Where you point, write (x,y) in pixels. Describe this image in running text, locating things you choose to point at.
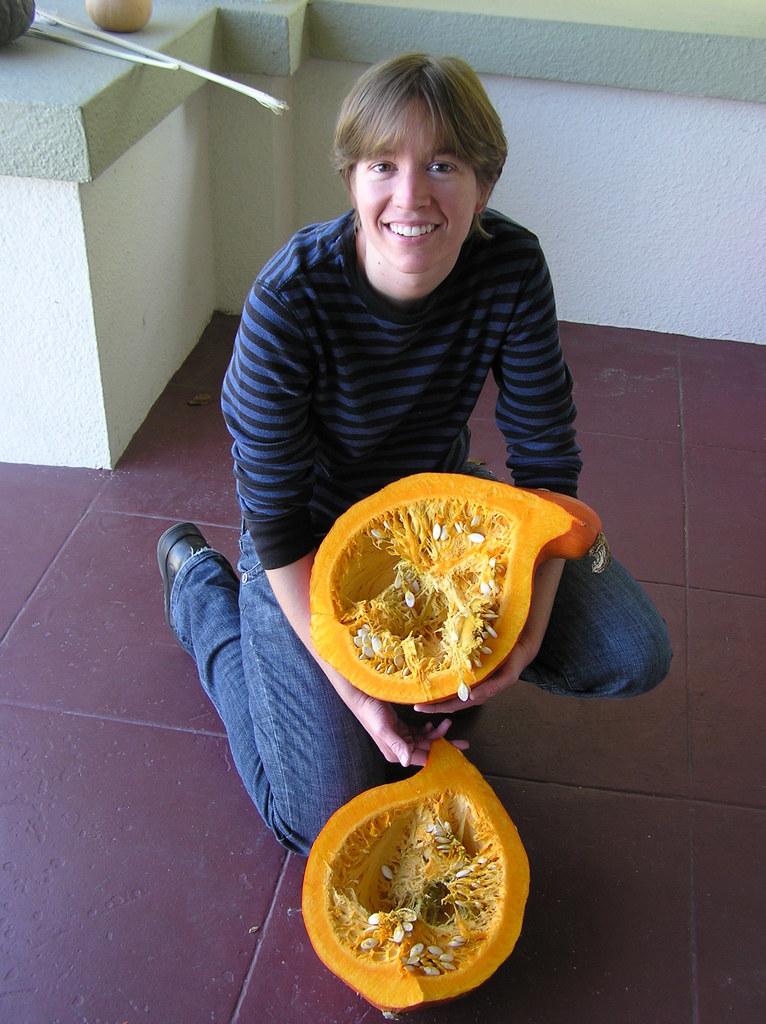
In this image we can see there is a person (380,469) sitting on the floor (660,518) and holding a pumpkin (455,568). At the back (299,156) there is a wall (342,52) and on the wall (185,46) there are sticks (132,58) and vegetables (139,11) on it.
